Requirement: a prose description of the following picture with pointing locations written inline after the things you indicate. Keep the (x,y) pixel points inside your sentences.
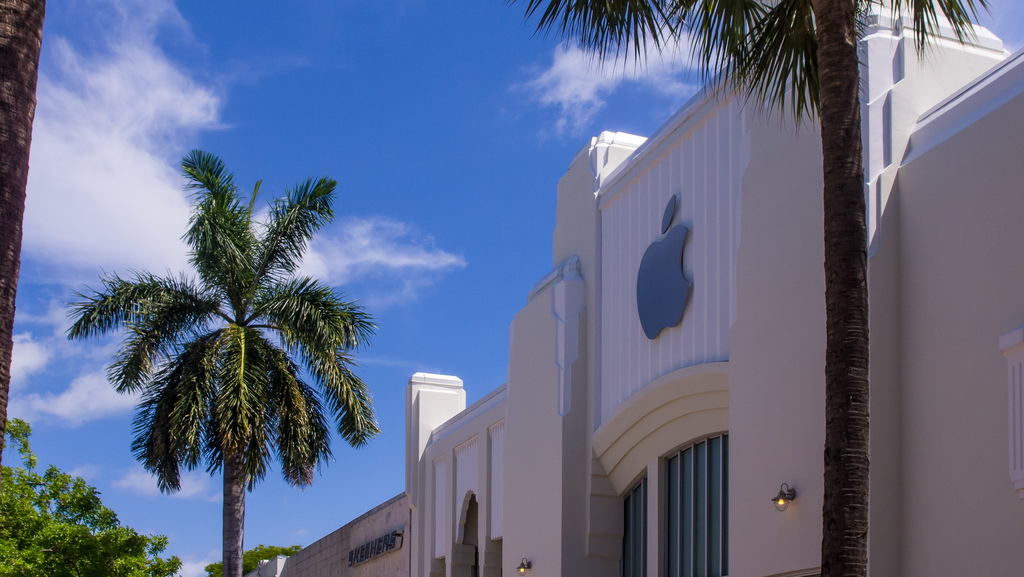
In this image there are trees (138,543) and there is a building (951,68), in the background (352,50) there is a blue sky (249,57).
